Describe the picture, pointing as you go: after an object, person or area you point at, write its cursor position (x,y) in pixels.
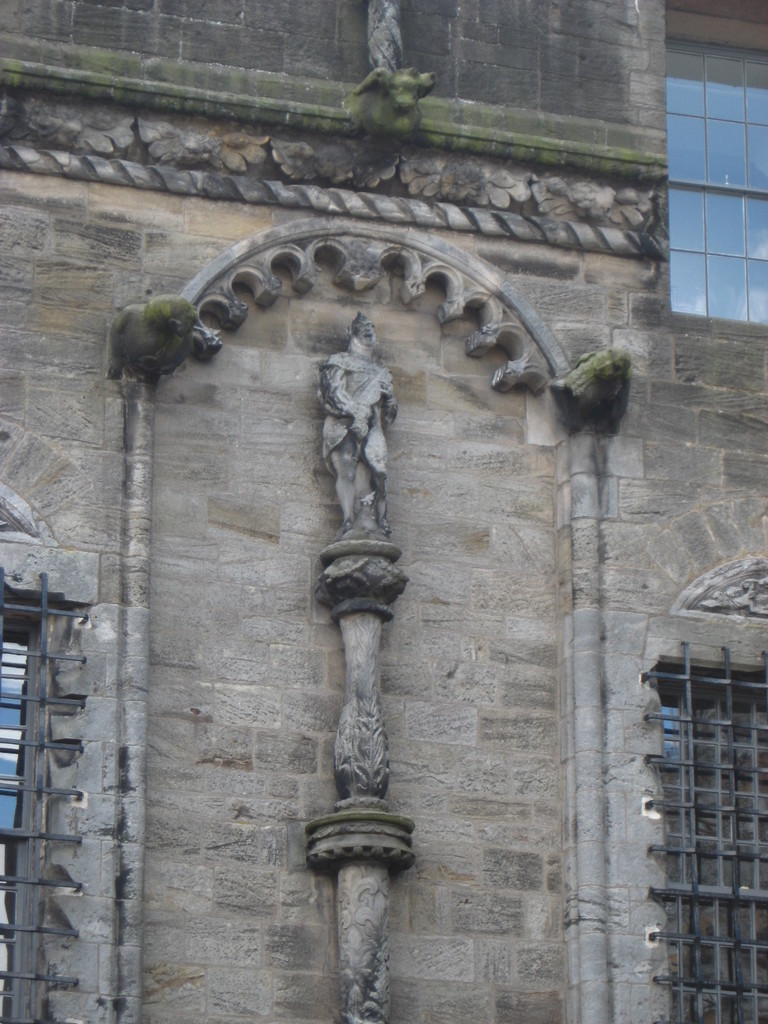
In the center of the image (305,373) there is a building (648,672) and we can see sculptures (346,576) on the building (495,558). On the right (690,749) there are windows (734,774).
